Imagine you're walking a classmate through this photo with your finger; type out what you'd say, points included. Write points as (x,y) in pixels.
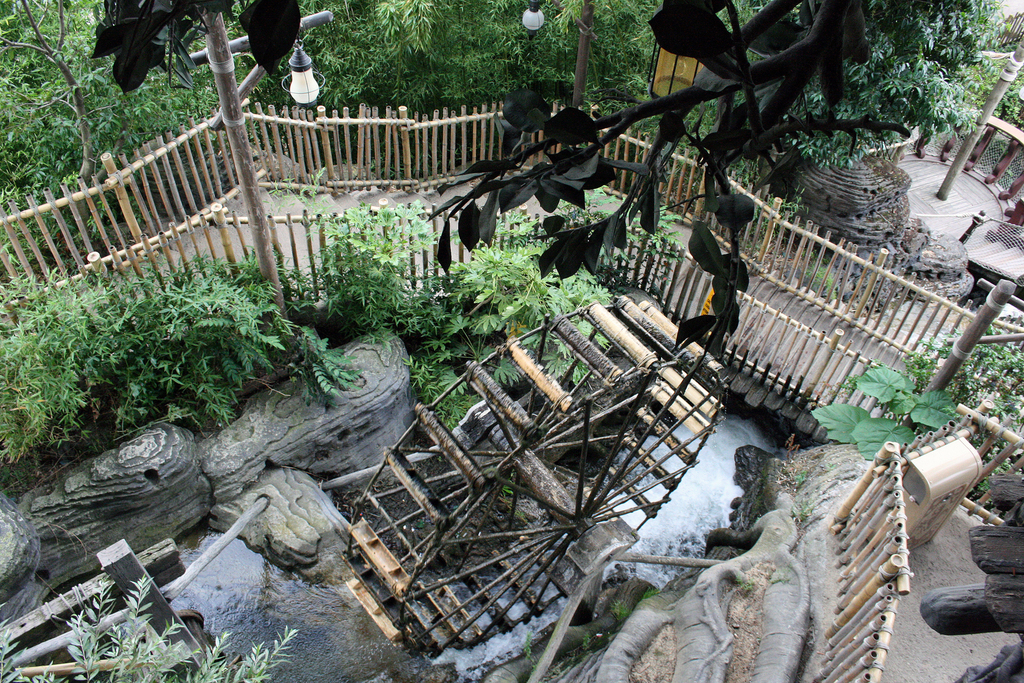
In the background of the image (450,74) there are trees (443,89). There is a fencing (751,193). There is a wooden object (567,578) in the center of the image (595,317). There is water (689,498).
